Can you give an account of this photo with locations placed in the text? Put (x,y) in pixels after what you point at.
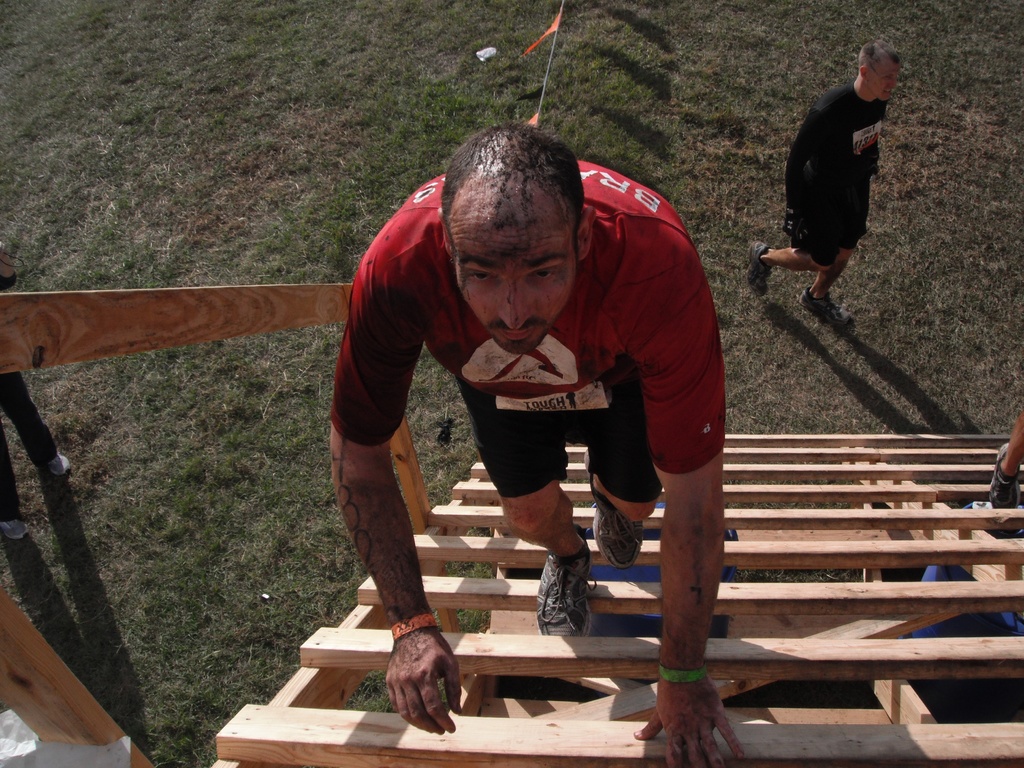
In the image there is a man (625,517) climbing on the wooden steps (579,670). And on the left side of the image (239,302) there is wooden railing (312,295). In the background (294,159) on the ground (292,134) there is grass (785,151) and also there is a man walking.
